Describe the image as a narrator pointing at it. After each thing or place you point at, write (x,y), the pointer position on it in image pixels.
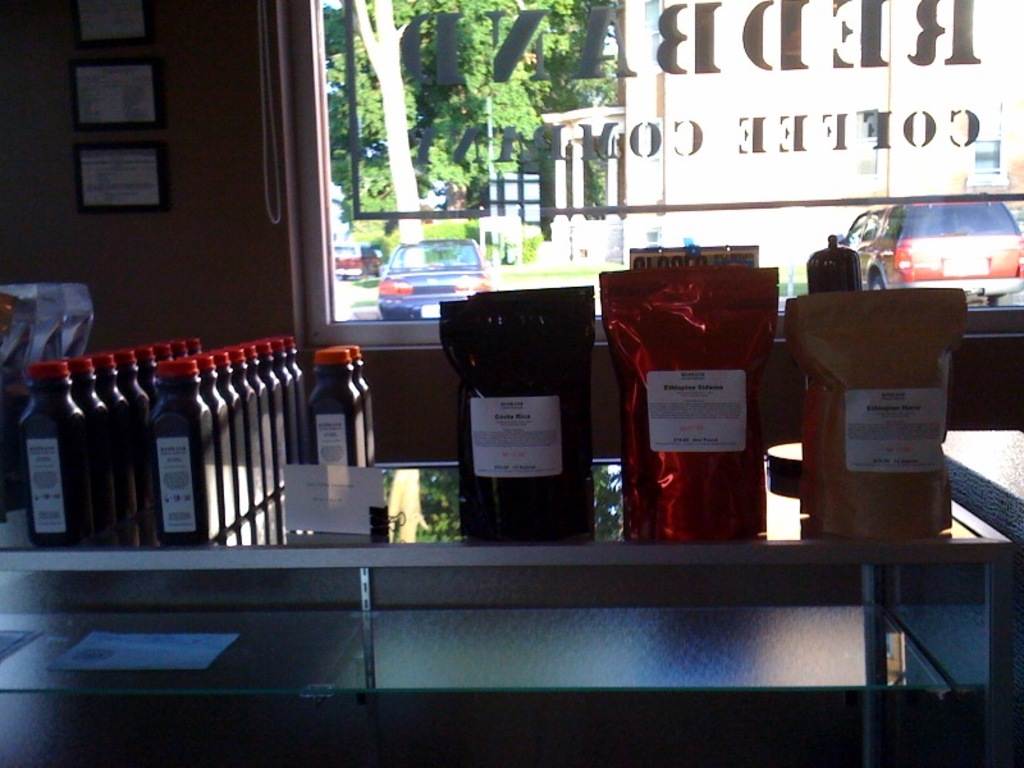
This is a room (396,392). On the table (83,756) there are bottles (344,450) and food items (760,357). Through window (545,271) we can see trees (499,139) and vehicles (915,207).
